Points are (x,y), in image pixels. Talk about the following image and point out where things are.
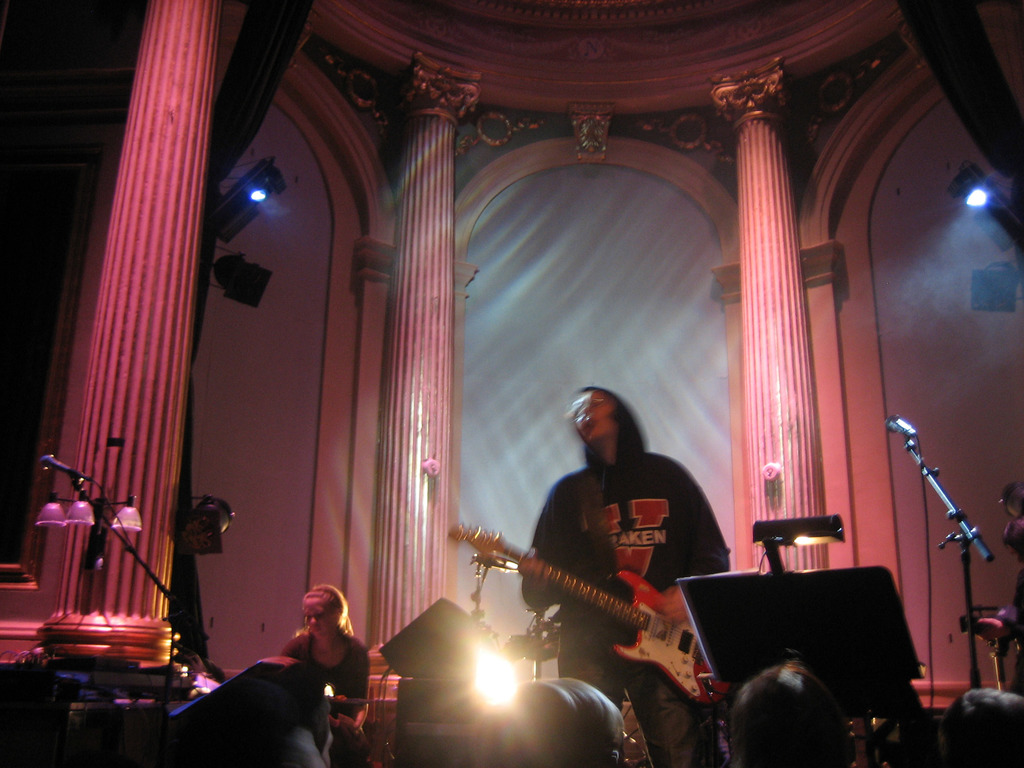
In the image i can see inside view of a building (622,243). and i can see a right side light (971,209) is visible. on the right corner (941,480) i can see a mike (953,500), and middle i can see a person (660,520) wearing a black color shirt (660,518) and holding a guitar (650,624), and on the left side (89,508) there is a light (84,520). And there is a beam (115,312) on the left side (118,289). And on the middle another woman (336,636) sit on the chair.
